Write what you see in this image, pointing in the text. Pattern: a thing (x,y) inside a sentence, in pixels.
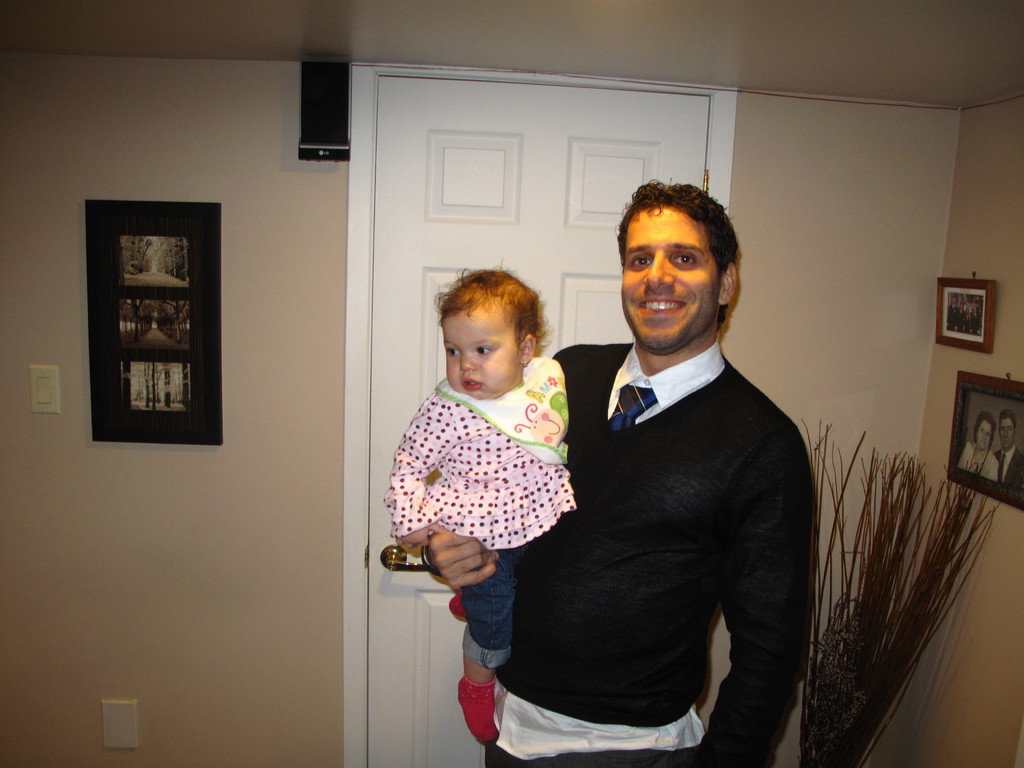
In the middle of the image (679,503) a man (630,208) is standing and smiling and holding a baby (537,385). Behind him there is a wall (286,105), on the wall (286,105) there are some frames (126,343) and there is door (575,236).
